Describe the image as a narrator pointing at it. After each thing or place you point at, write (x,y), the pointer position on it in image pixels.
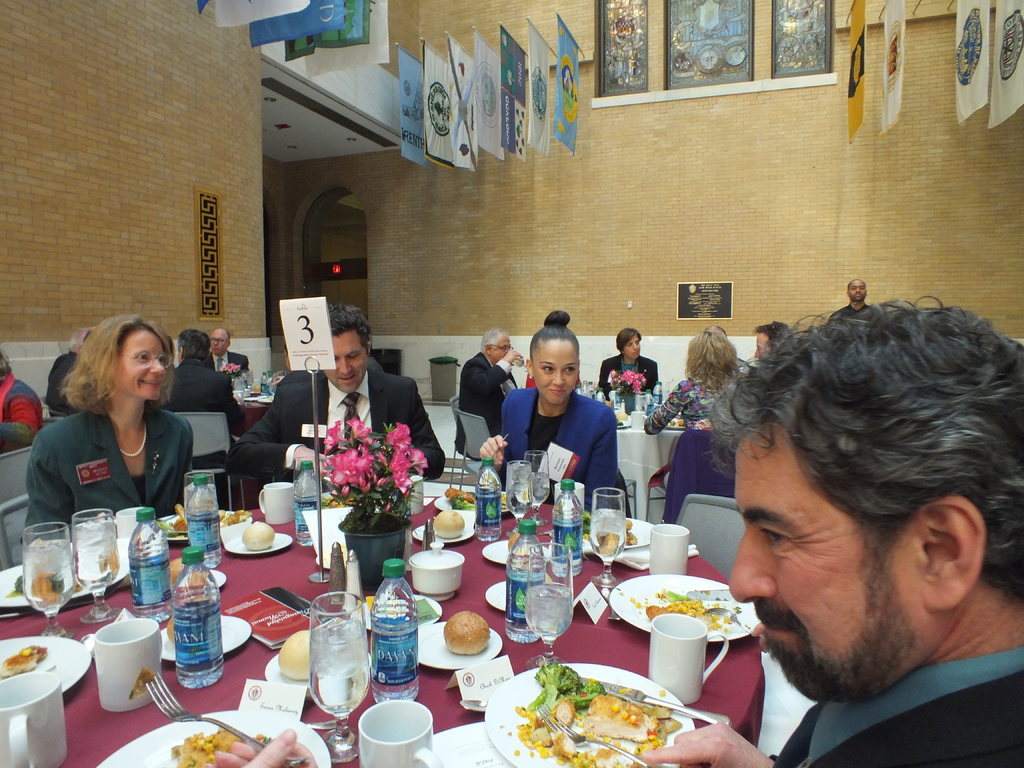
It seems to be the image is inside the restaurant (472,624). In the image there are group of people (1000,606) sitting on chair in front of a table (291,574), on table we can see a glass (527,471), water bottle (579,519), plate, cup (673,547), knife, spoon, plant (374,472), flower pot (378,538), cloth (257,574), fork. In background (727,245) there is a wall (815,86) and hoardings (417,76).
